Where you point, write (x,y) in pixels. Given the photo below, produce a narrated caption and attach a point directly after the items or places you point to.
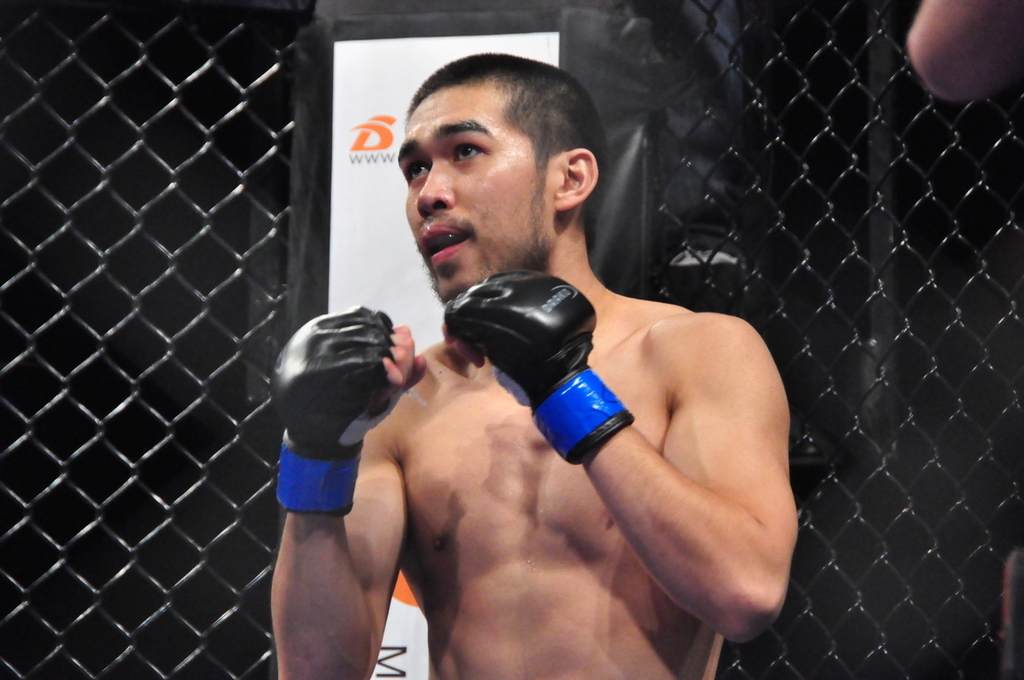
in this image there is a man (482,481) standing. He is wearing boxing gloves (526,346). Behind him there is a fence (111,412). There is board (365,140) with text (380,133) on the fence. In the top right (912,45) there is an elbow (971,61) of the person (954,89).
